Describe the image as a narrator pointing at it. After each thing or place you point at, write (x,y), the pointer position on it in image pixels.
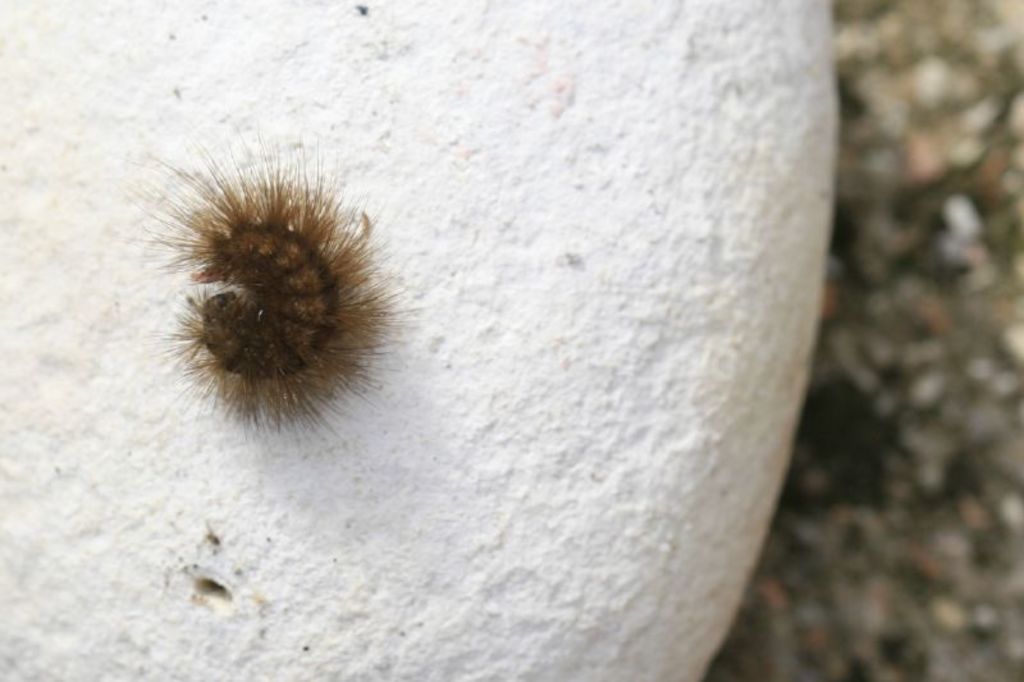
Here I can see a brown color caterpillar (284,331) which is placed on a white color stone (583,411). On the right side (910,424), I can see the ground (919,358).
